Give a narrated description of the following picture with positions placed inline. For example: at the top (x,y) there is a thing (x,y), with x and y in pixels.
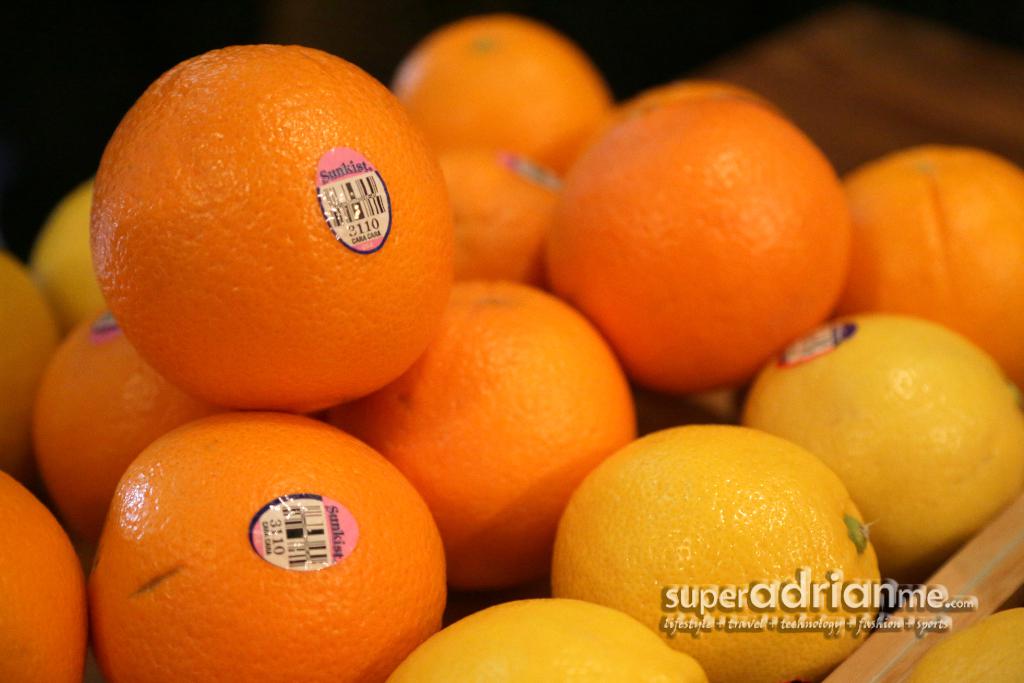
In this image we can see oranges (387,450). At the bottom of the image (789,620) there is some text (820,598).
